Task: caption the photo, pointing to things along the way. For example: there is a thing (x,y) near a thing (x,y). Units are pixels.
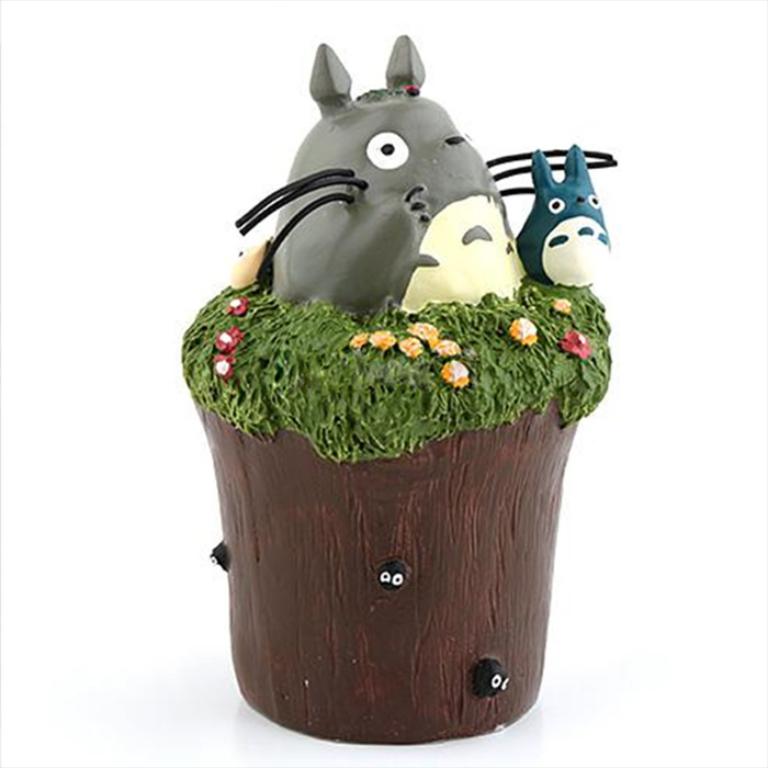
Here I can see a pot (385,507). On this there are two toys (431,159). The background (88,573) is in white color.
